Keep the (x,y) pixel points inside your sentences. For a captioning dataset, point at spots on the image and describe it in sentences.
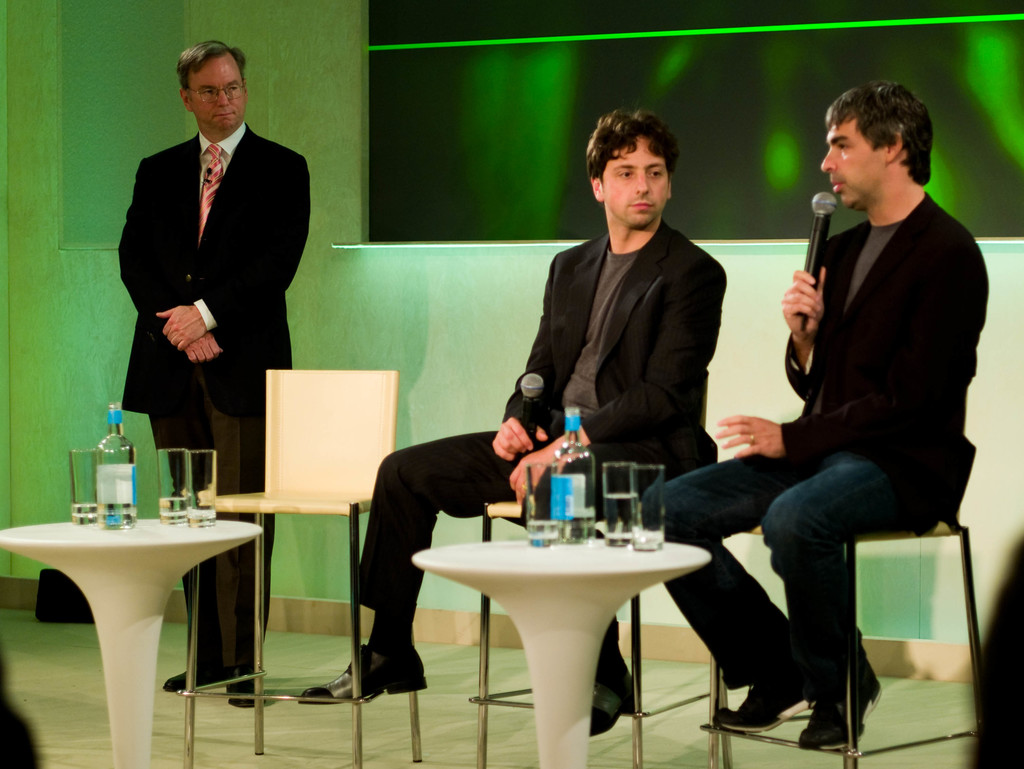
this picture shows two men (734,471) seated on the chairs (851,633) and we see a man (926,288) speaking with the help of a microphone (819,200) and we see a Man (127,392) Standing and we see a water bottle (119,416) and couple of glasses (172,475) on the table? (116,591)
